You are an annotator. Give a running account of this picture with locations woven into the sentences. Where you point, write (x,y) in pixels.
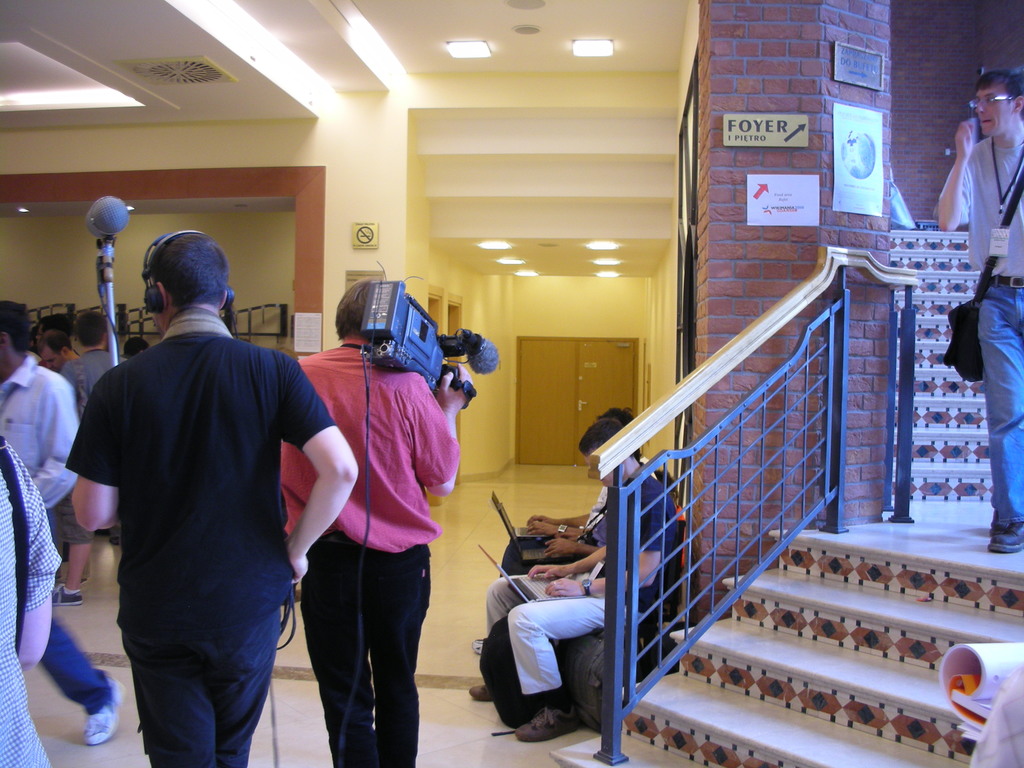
In the image we can see there are people (203,688) walking and some of them are sitting, they are wearing clothes (392,455) and they are holding electronic devices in their hands (583,589). Here we can see the stairs (842,662), fence (615,595) and floor (465,525). Here we can see the lights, board (786,183) and text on the board (818,216).
